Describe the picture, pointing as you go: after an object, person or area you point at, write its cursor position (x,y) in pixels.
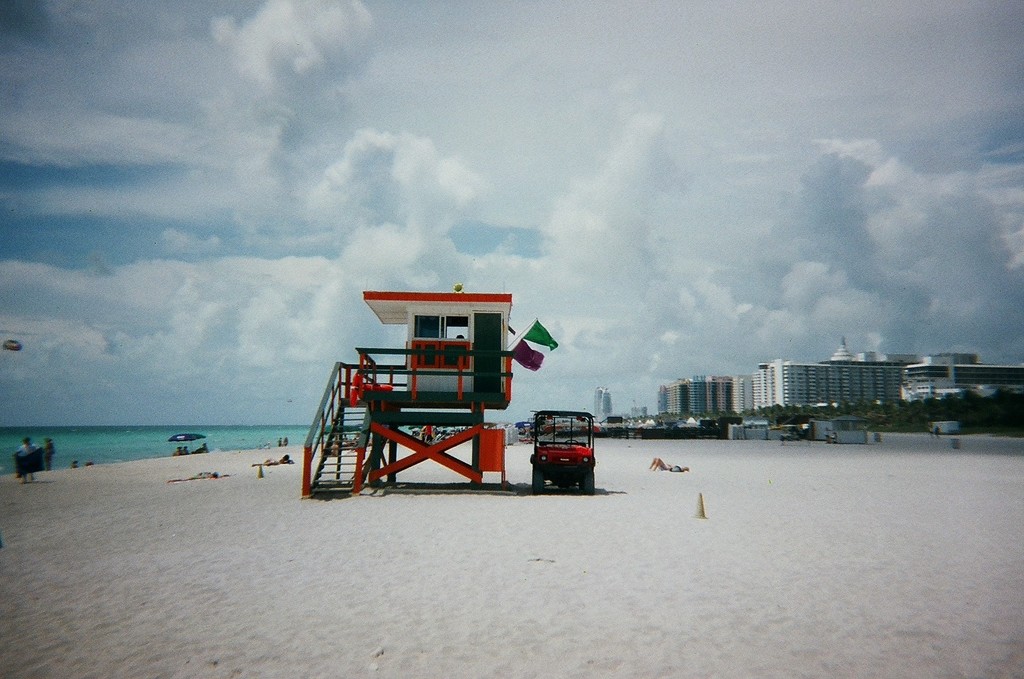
In the foreground of this image (471,460), there is a vehicle (567,468) and a shelter (372,409) like a house (351,439) is on the sand (449,522) and there are two flags (545,335) to it and there are persons (669,471) lying on the sand (130,501). On the left (91,455), there are persons (30,474) and water (137,434). On the right (942,407), there are buildings (899,392) and the trees (872,404). On the top (173,193), there is the sky (286,203) and the cloud (421,169).
